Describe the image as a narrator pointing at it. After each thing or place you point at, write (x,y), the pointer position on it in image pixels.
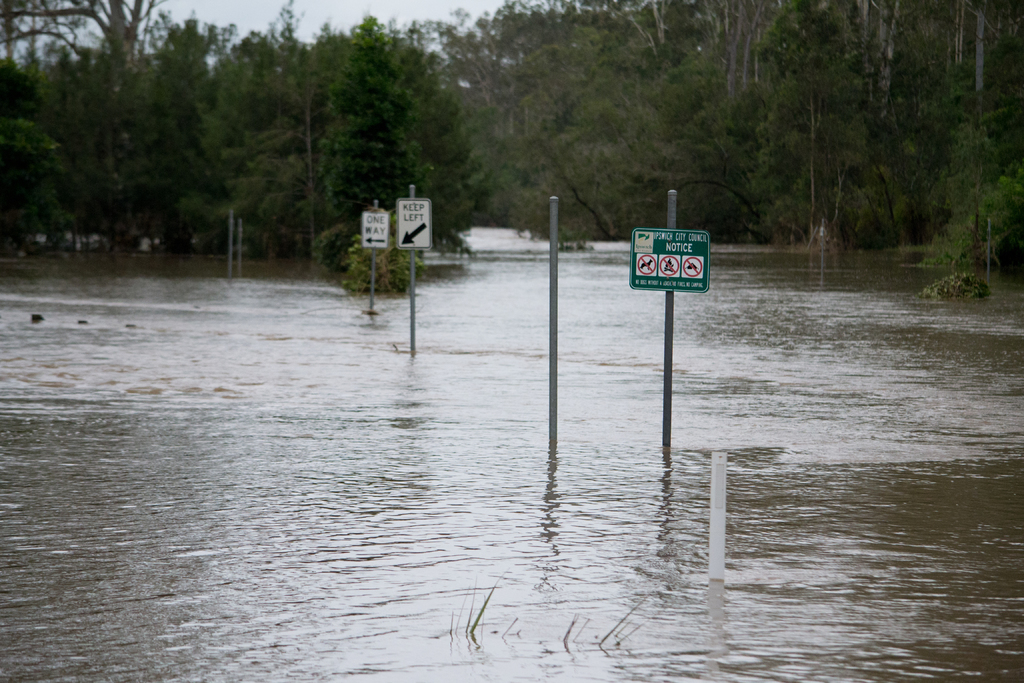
In this image there are poles (415,258) and there are directional boards (416,244) in the water (660,558). In the background of the image (531,217) there are trees (377,109) and sky (348,12).
